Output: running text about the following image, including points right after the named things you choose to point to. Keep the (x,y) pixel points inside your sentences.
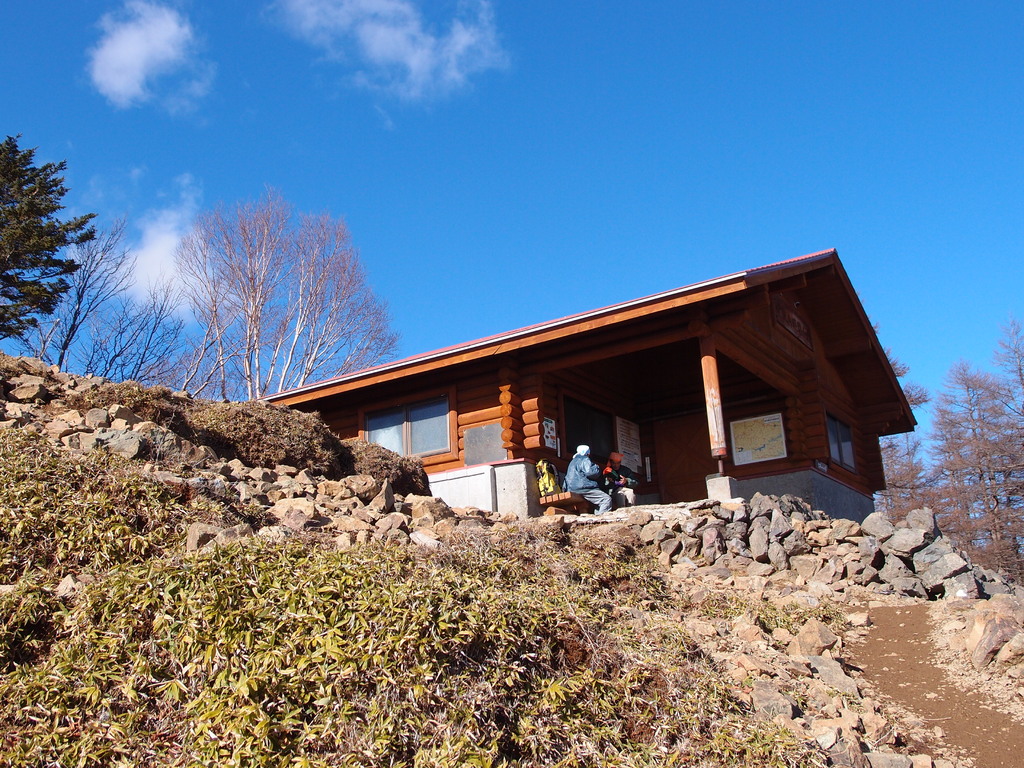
In this image we can see the wooden house (483,472), trees (10,280), grass (530,566) and also the stones (671,510). At the top (500,100) we can see the sky (512,82) with the clouds (318,26). We can also see two persons (595,470) sitting on the bench (580,505).
